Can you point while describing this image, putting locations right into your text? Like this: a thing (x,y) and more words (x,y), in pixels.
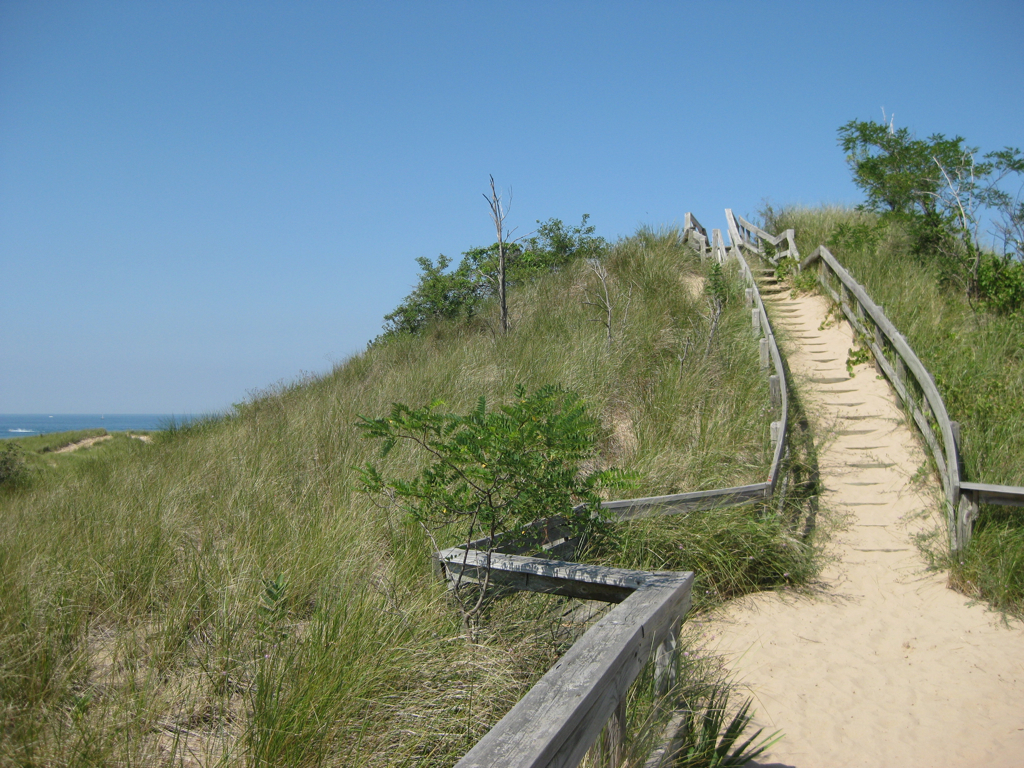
In this picture I can see plants (511,247) and grass (478,358) on the ground (319,478). I can see water (131,418) in the back (335,274) and a blue sky (469,129) and I can see wooden fence (766,368) on the both sides of the path (838,389).
